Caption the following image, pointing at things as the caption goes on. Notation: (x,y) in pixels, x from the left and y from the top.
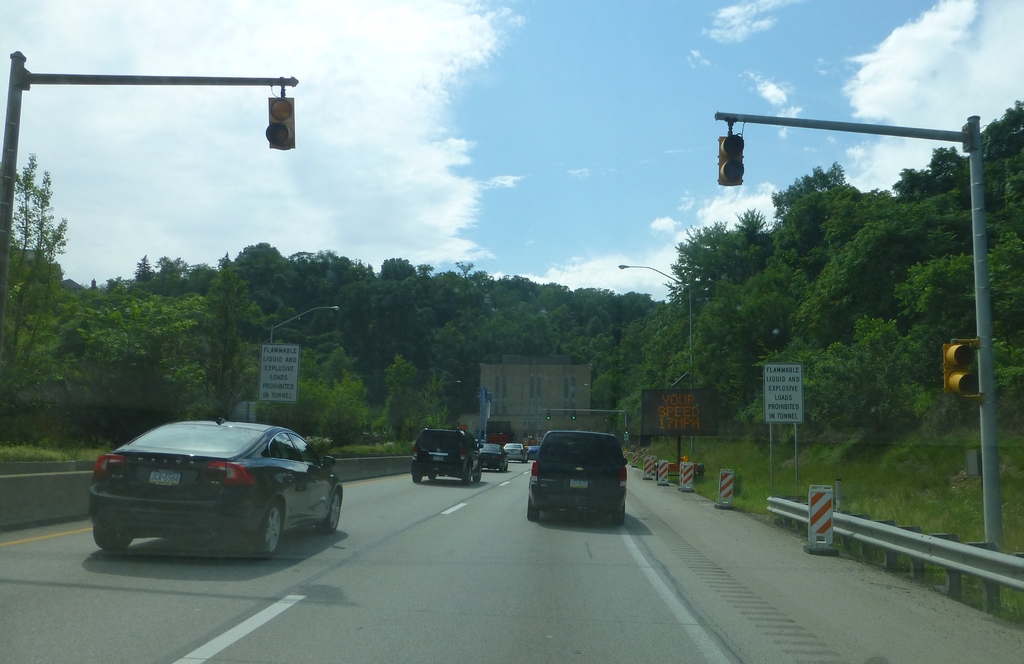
In the center of the image (566,430) there is a road (505,478) on which there are vehicle (570,466). In the background of the image (441,374) there are trees (324,335). There are traffic signals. In the background of the image (567,201) there is sky (524,172) and clouds (362,186).
